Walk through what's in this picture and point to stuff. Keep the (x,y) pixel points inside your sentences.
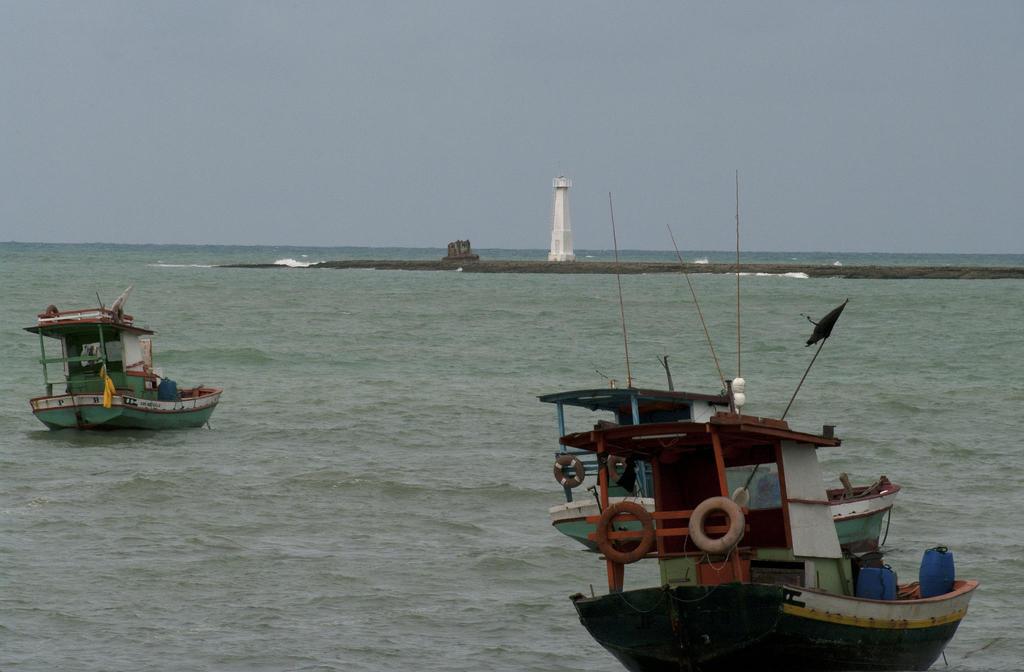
In this picture we can see a tower (552,234), boats (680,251) on water (315,564) with some objects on it and in the background (156,231) we can see the sky (509,185).
